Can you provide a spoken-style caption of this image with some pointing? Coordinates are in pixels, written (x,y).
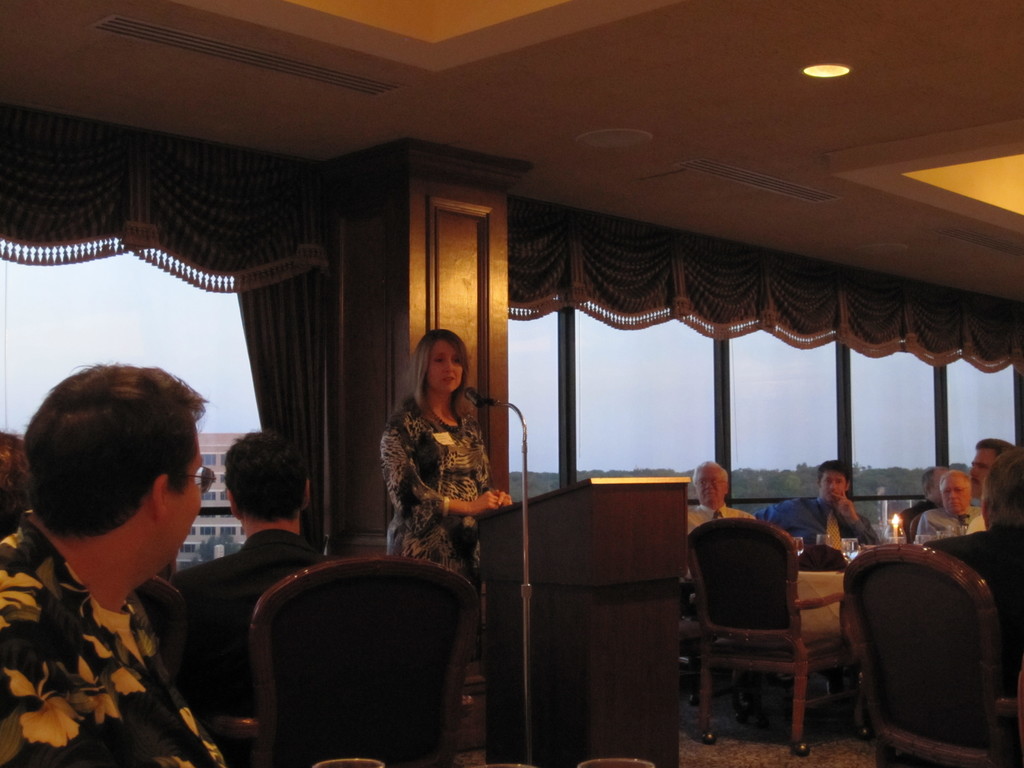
In this picture a lady (456,472) standing and talking in front of a mic (477,397) and a wooden table (592,538). There are many people (255,576) sitting on the table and listening to her.
